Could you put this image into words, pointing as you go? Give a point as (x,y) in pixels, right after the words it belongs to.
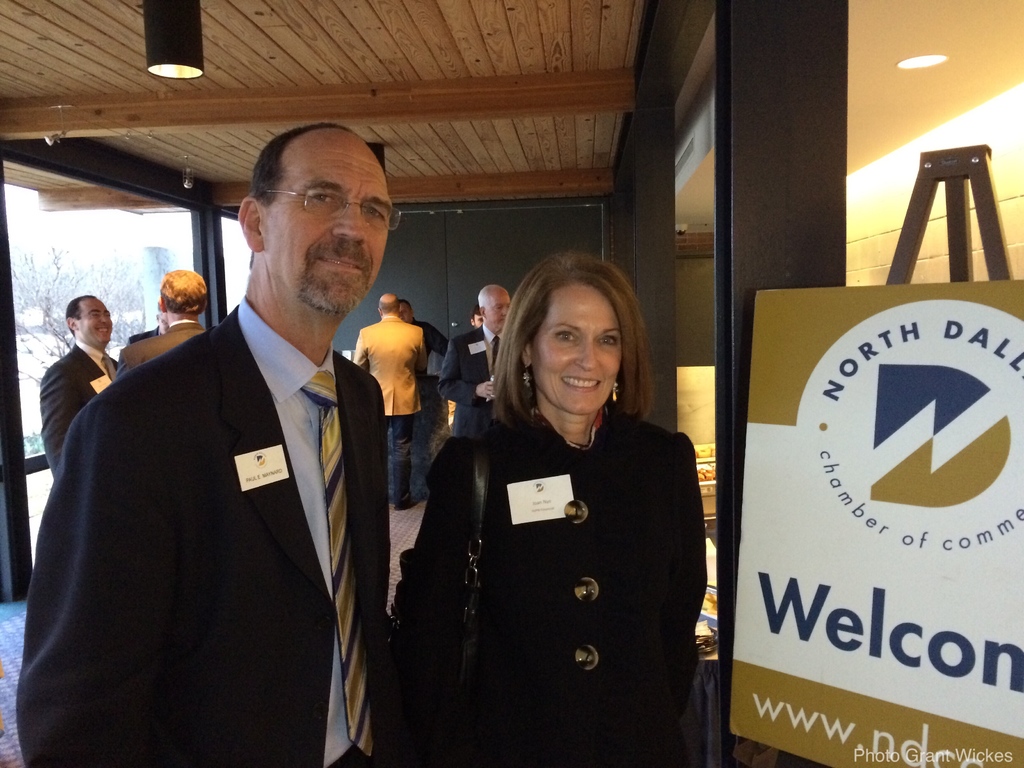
In this image there is a lady (520,617) and a man (267,604) standing, on the right side (838,722) there is a board (796,489), on that board (945,585) there is some text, in the bottom right (868,763) there is some text (920,761), in the background (433,346) there are people (448,345) standing and there are pillars (4,363), at the top (505,65) there is a wooden ceiling (468,74) and lights (199,70).
